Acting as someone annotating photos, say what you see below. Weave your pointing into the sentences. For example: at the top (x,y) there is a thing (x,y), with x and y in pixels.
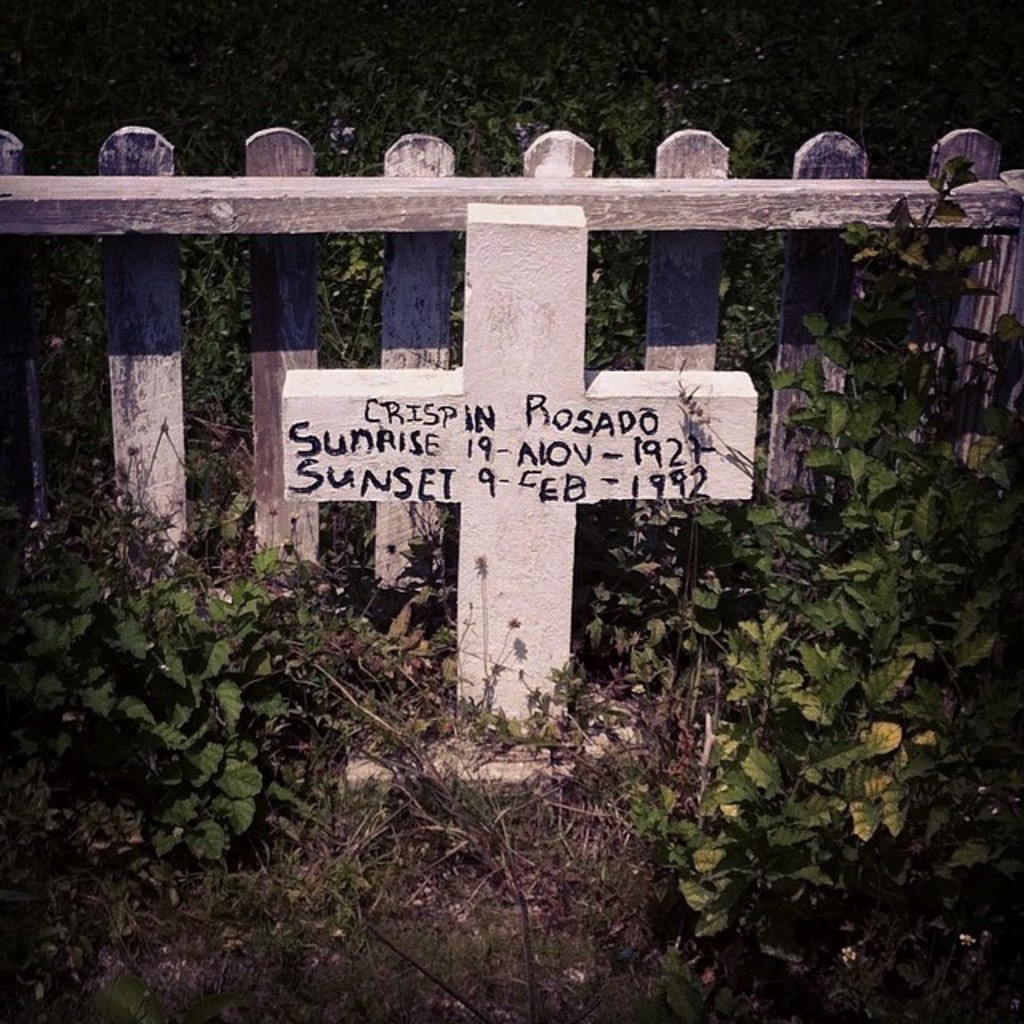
In this image, we can see the fence (668,268). We can also see a white colored object (472,467) with some text (404,485) written. We can see the ground (430,796). We can see some grass (297,848) and plants (535,25).
